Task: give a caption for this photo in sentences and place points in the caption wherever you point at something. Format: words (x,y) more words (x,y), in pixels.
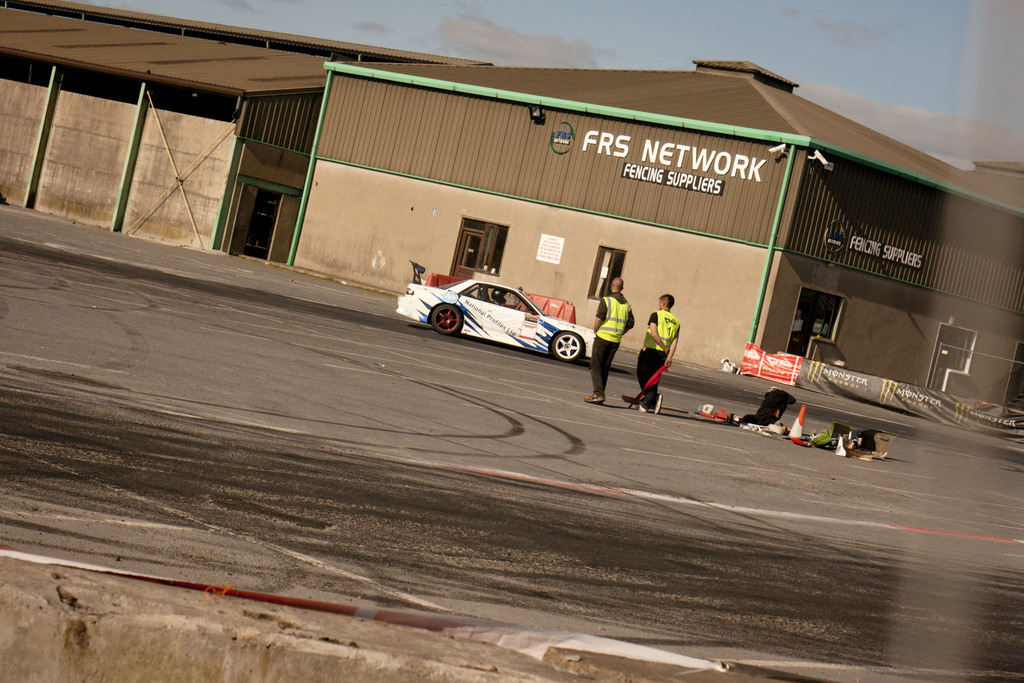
This is an outside view. In the middle of the image (505,314) there is a car (545,328) on the road (424,416) and there are two persons (614,325) standing facing towards the back side (657,329). On the right side (781,424) a roadside cone (803,413), card boxes (875,446) and some other objects (768,432) are placed on the road (850,499). In the background (821,386) there are few sheds (652,207) and a banner (855,376) on which there is some text (825,373). At the top of the image (698,44) I can see the sky (670,56).
